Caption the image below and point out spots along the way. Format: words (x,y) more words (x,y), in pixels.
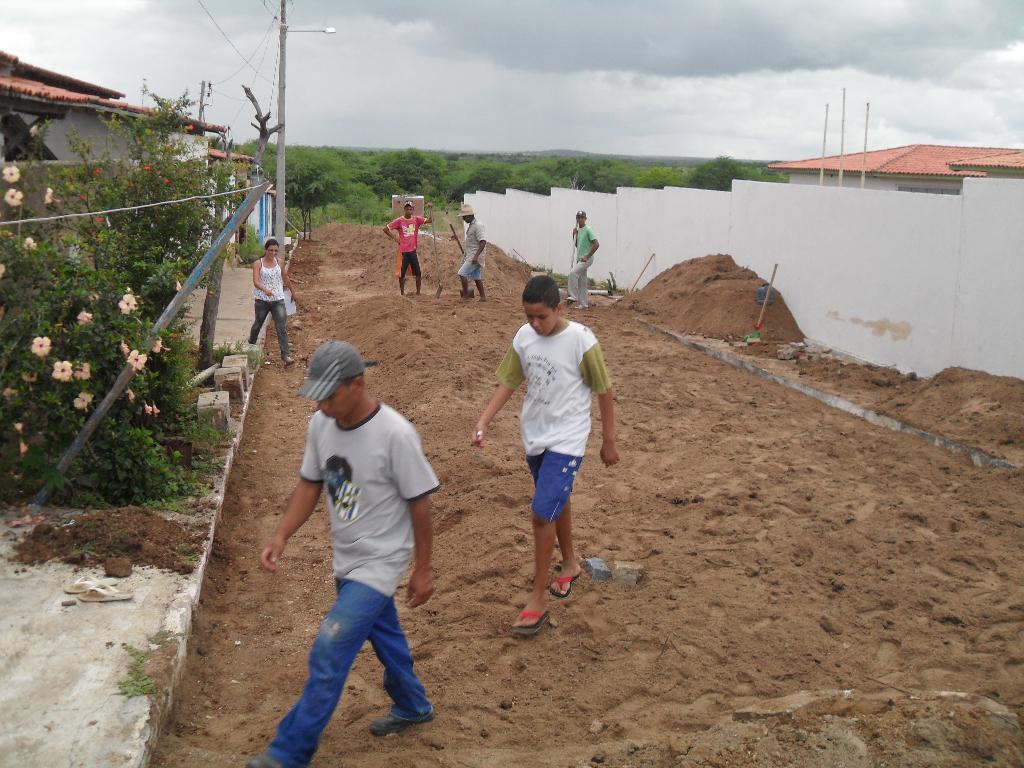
In this picture we can observe some people (531,293) standing and some of them are walking on the sand (481,490). On the left side (93,256) there are some plants (126,265) and flowers (5,178). We can observe a pole (279,210) and a house (84,131). On the right side (799,235) there is a wall (604,226). In the background (437,169) there are trees (344,177) and a sky (479,79) with clouds (618,78).
